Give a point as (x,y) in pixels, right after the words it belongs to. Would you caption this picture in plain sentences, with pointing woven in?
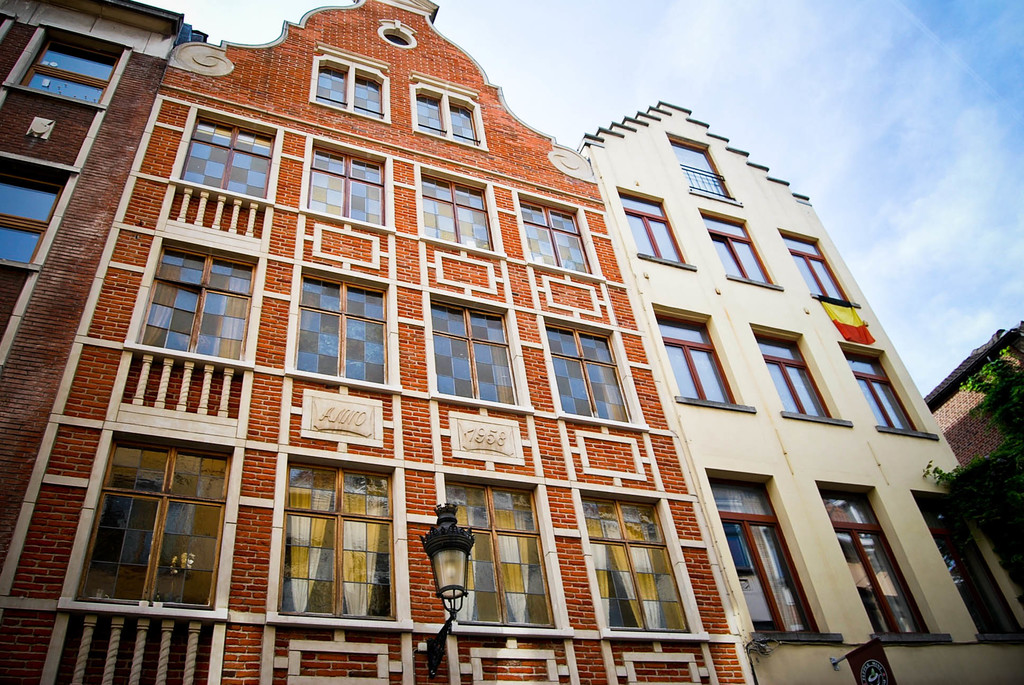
In this image there is a building (594,430) in the middle of this image (473,396). There is a lamp (453,560) in the bottom of this image (440,563). There is a sky (735,68) on the top of this image (732,66).
